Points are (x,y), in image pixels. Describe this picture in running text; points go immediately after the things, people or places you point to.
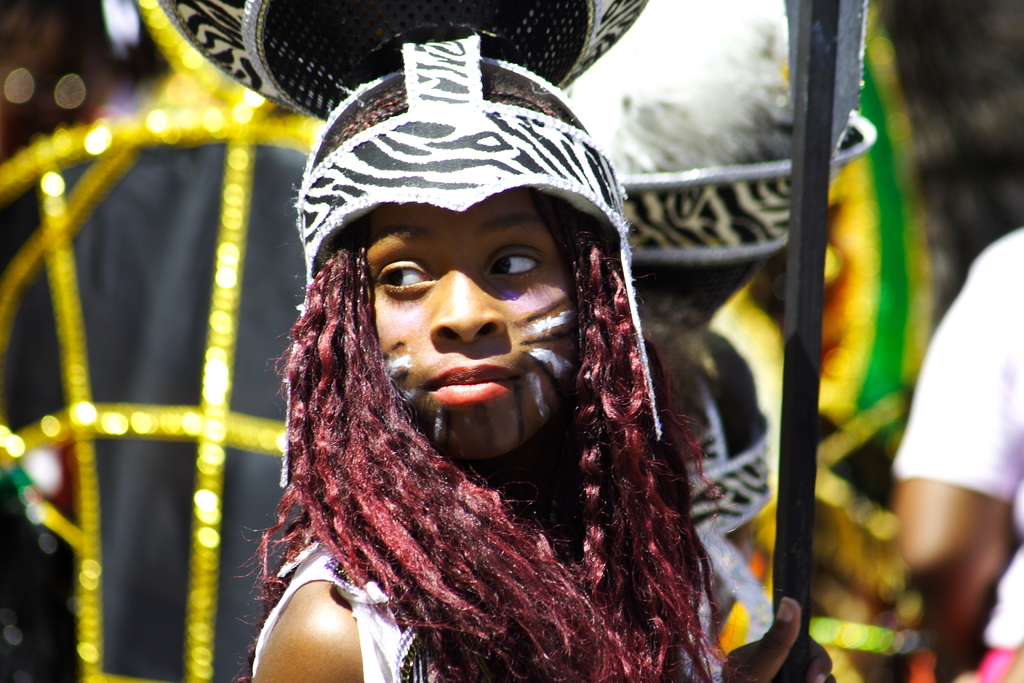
In this image we can see a person (446,430) with a costume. And the person (467,418) is holding a rod (788,500). In the background (853,588) it is blurry and we can see few people (906,449).
